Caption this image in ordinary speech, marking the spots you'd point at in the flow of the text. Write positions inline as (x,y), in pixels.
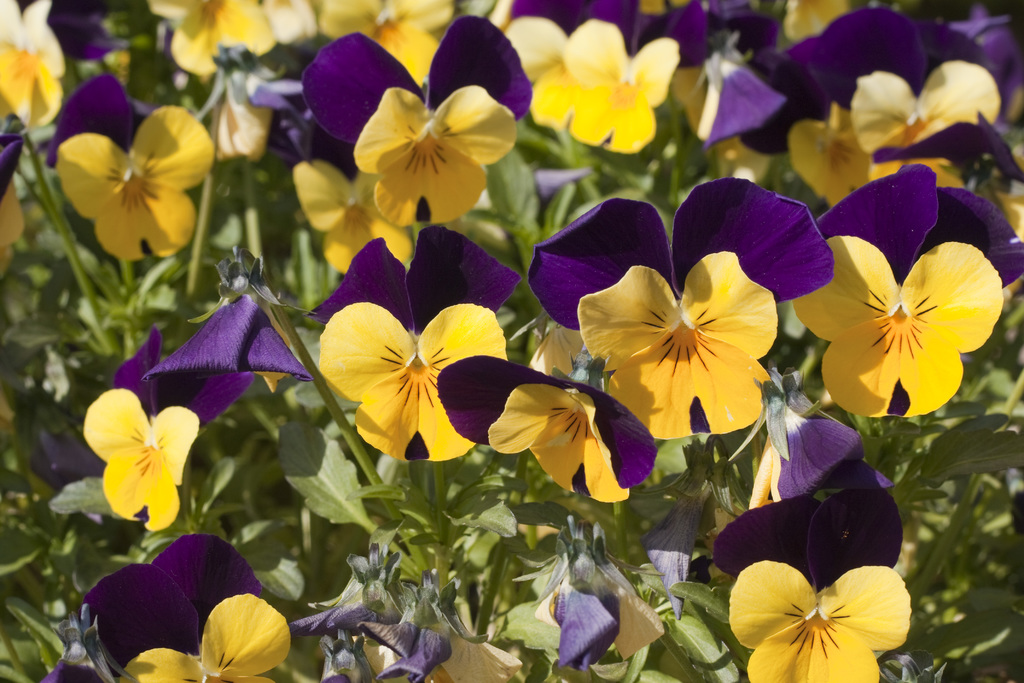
In this picture we can see the plants (306,287) with the flowers (338,330).
